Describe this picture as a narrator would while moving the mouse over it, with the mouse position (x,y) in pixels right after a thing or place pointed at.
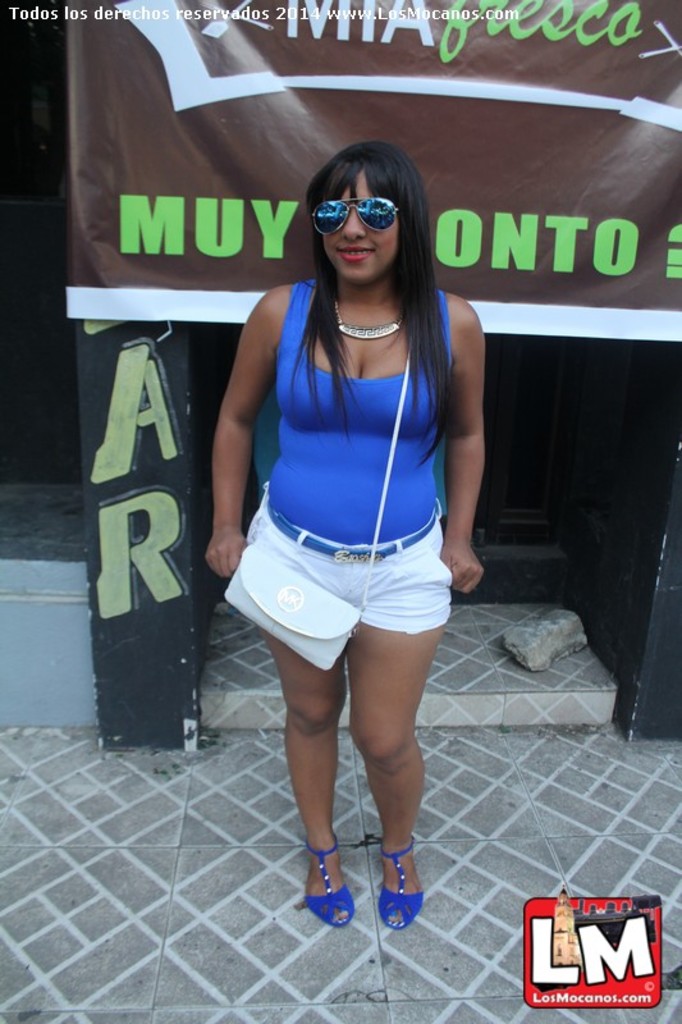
In this picture we can see a woman (397,527) is standing and smiling, she is carrying a bag (303,581), there is a logo (604,900) at the right bottom (600,909), in the background (479,154) there is a banner (472,168), we can see some text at the top of the picture (529,32).
